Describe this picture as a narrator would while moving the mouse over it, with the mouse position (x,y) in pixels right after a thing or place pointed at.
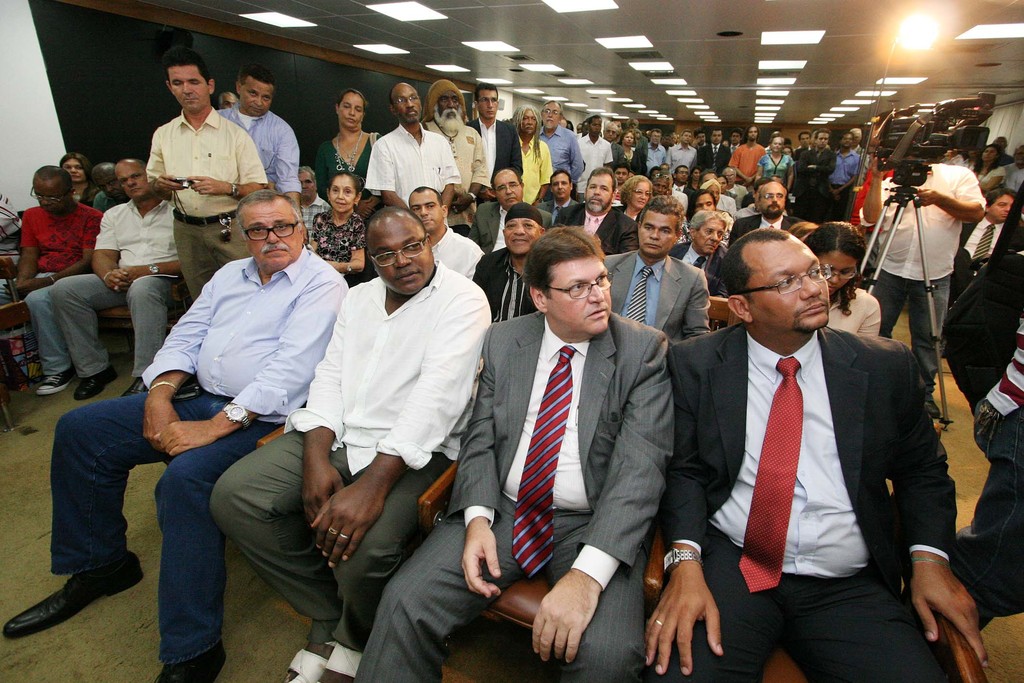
In the image there are many people (771,506) sitting and standing inside a meeting hall (31,666), on the right side (891,220) there is a person (903,233) standing with a camera (924,131) and there are lights (912,42) over the ceiling (697,81).
